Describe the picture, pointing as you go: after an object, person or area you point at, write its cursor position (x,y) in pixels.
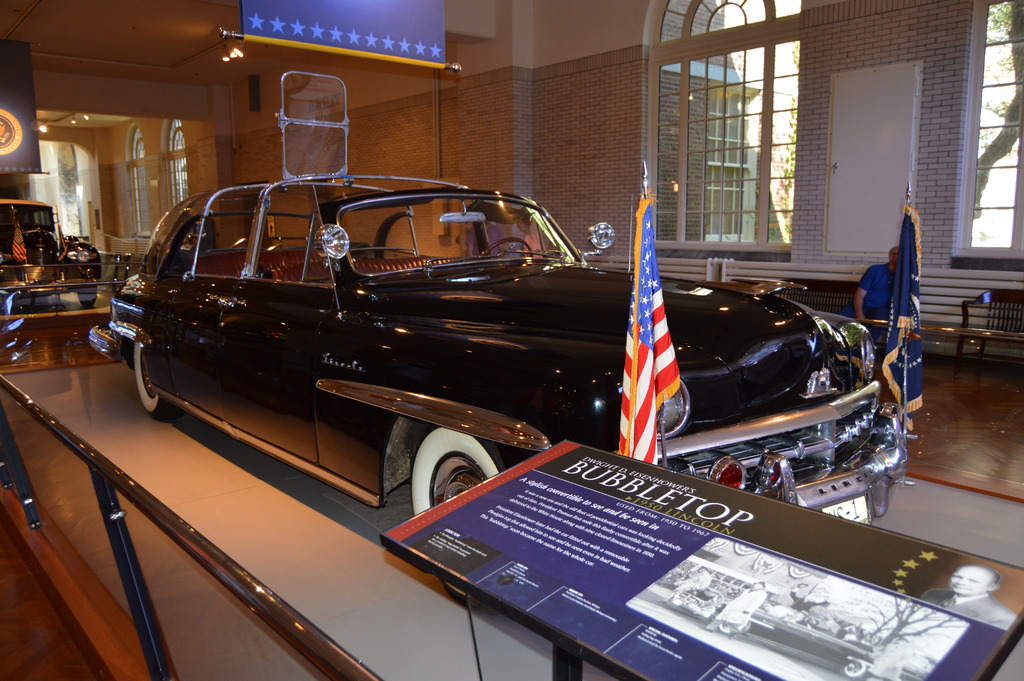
In this picture we can see vehicles (428,350), some text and a few things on the boards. We can see flags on the poles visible on the cars (749,312). There is a person (851,311) sitting on a bench (840,288). We can see arches (172,140), glass objects (662,162) and other objects (891,238). Through these glass objects (674,160), we can see a few leaves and other things (733,111) in the background (661,188).
